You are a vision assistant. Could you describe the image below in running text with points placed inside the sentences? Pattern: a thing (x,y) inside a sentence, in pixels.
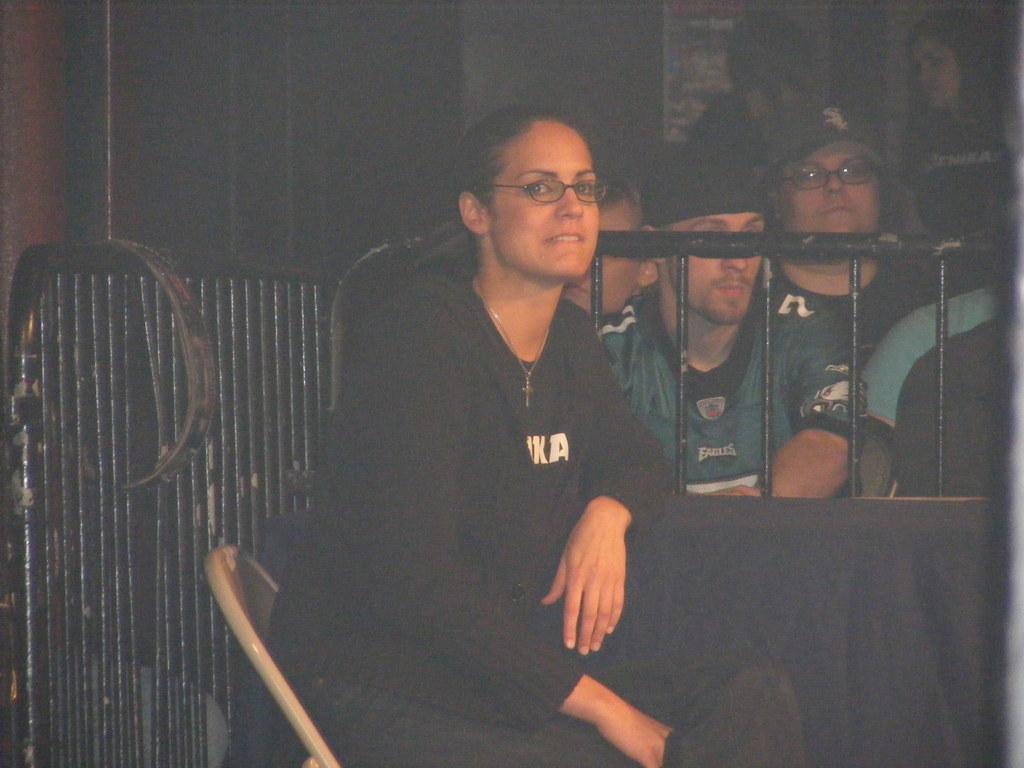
In this image I can see few people (573,437) are sitting on chairs (274,587). I can also see few of them are wearing specs (849,183) and few are wearing caps (725,186). I can also see something is written on their dresses (633,426).
